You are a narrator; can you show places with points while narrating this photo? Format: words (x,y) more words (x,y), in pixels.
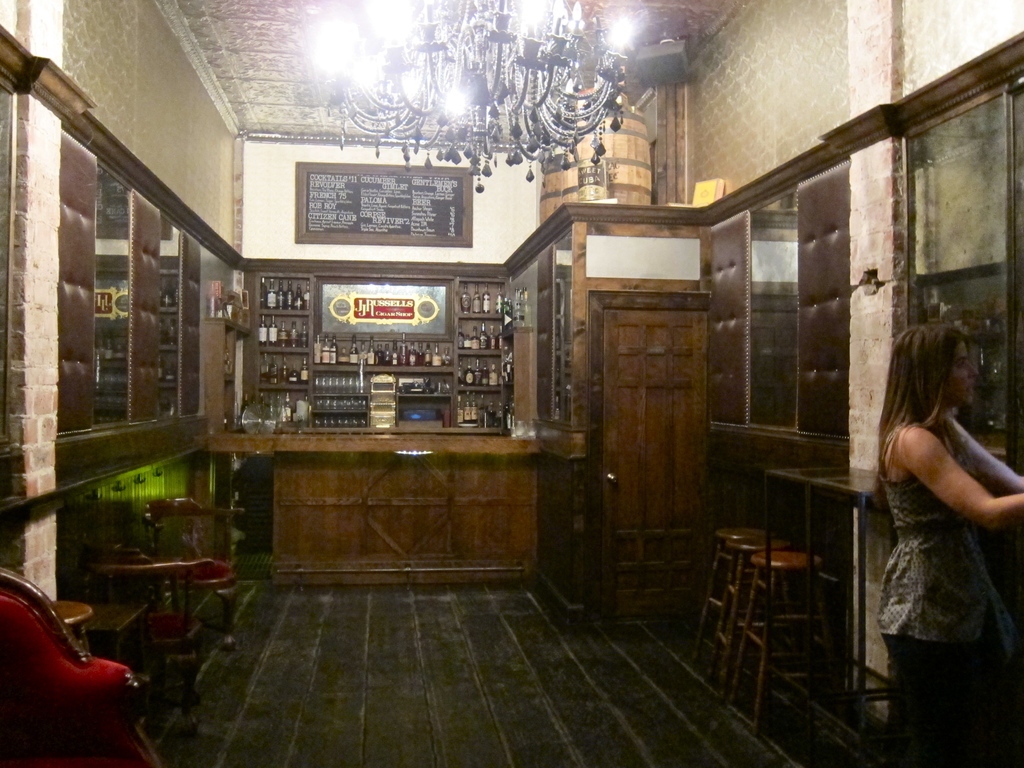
In this picture I can see there is a woman (943,407) standing here and there is chair (19,595) and a table (141,627) here and in the backdrop (491,448) I can see there is a table (364,449) and a wine bottles (277,409) placed here.
